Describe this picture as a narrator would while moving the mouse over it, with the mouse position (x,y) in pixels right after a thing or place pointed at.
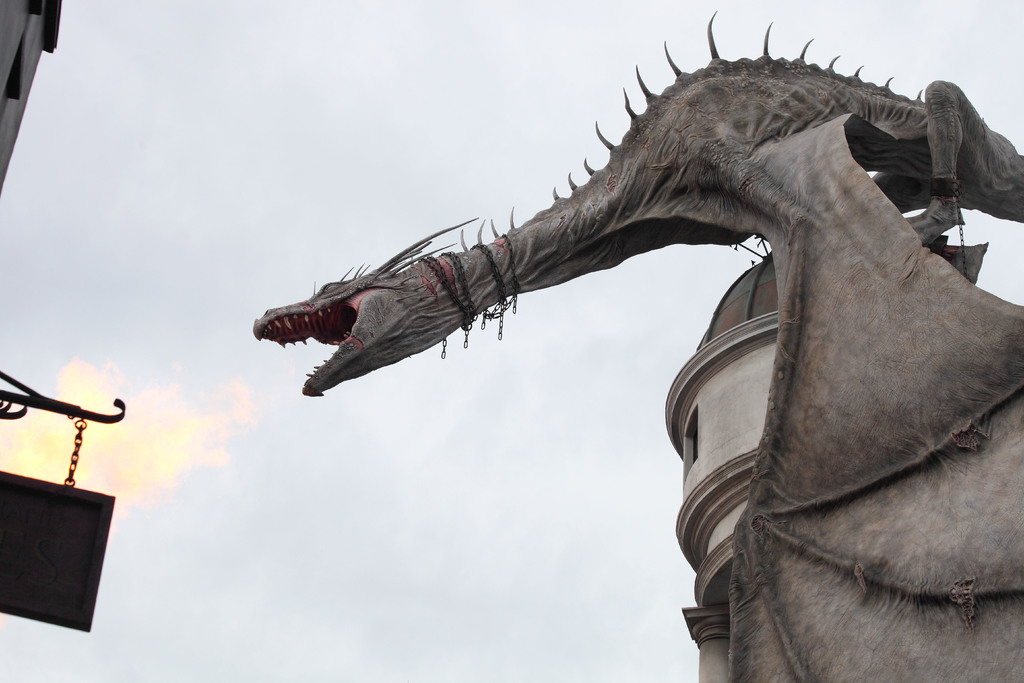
In the image there is a giant sculpture (801,259) of dragon (782,319) and the dragon (744,231) is sitting on the tower (744,376), in the background (202,196) there is a sky (251,133).
